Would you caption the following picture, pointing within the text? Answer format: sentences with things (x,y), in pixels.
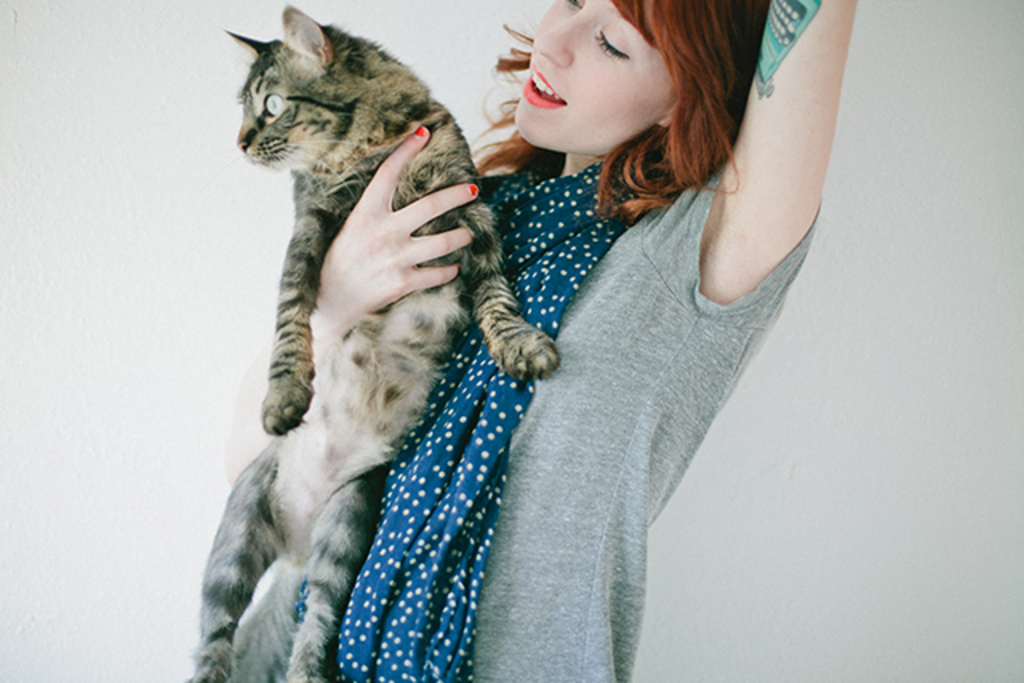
This picture shows a woman (602,380) wearing a t shirt (608,337) and a scarf (506,408), holding a cat (357,146) in her hand (324,295). In the background (219,284) there is a wall (815,377).
